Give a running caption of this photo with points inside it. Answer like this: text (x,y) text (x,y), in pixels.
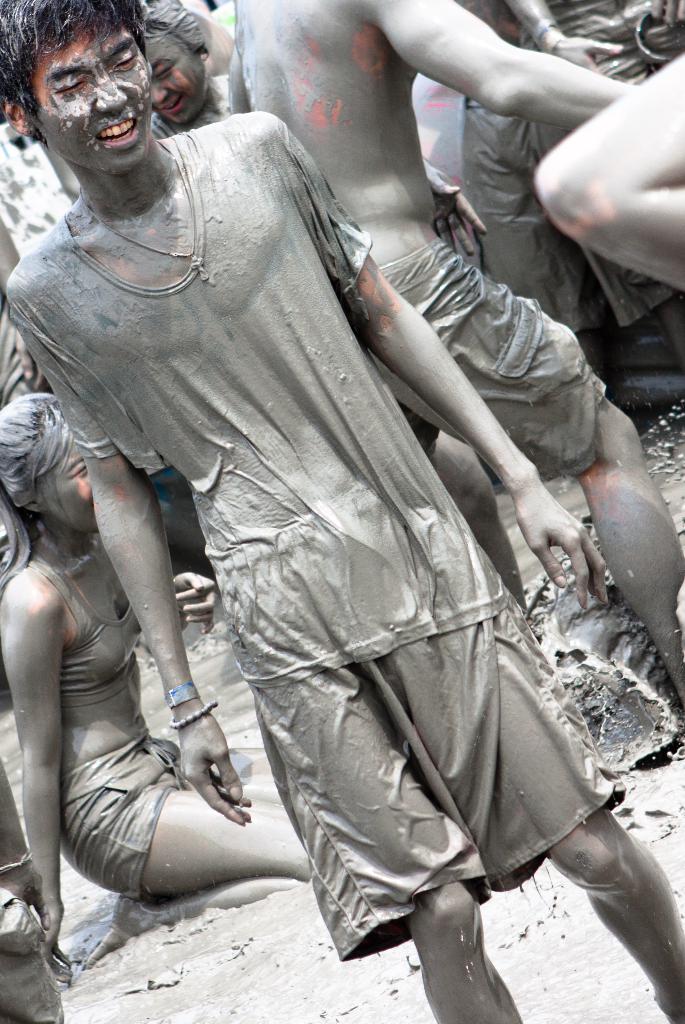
There is a sludge (236,466) on the cloth (400,696) and on the body (667,967) of a boy (667,967) who is smiling and walking in the mud (597,936). In the background (194,894), there are other persons (597,64) having sludge (409,174) on their bodies (627,104) and on their clothes (453,257).
